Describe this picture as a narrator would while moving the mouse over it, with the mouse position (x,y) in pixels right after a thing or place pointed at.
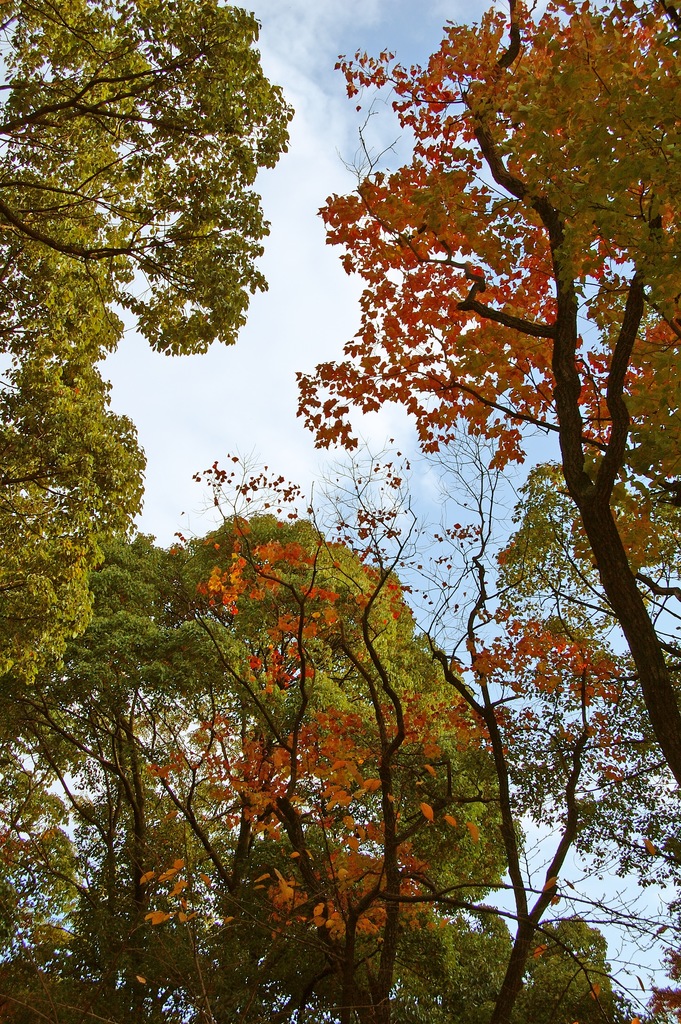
In this image, we can see trees (256,645). We can also see the sky (296,324) with clouds (272,383).
